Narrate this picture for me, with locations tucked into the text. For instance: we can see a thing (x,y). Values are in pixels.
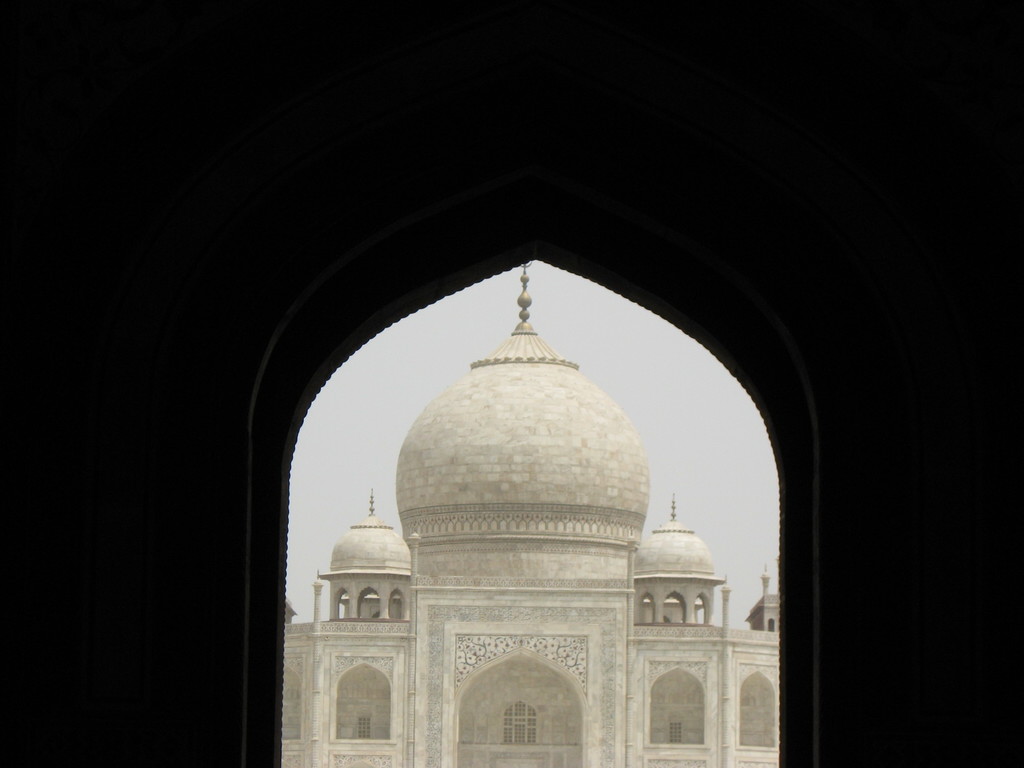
In this image we can see a building (519,617) made with the marbles (579,509). On the backside (603,380) we can see the sky (658,383).
